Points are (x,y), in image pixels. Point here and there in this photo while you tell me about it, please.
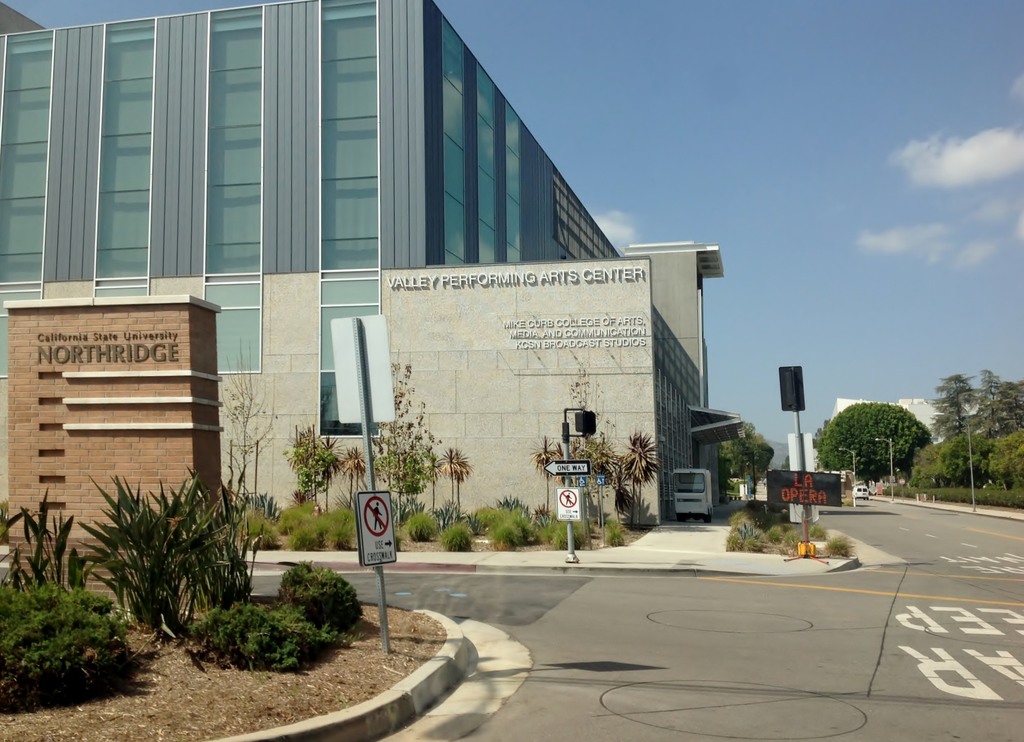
In this image there is a road (816,574). There are plants (755,549) and grass (431,533). There is sand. We can see buildings (164,104). There is text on the walls (447,436). There are trees (840,456). There is sky (803,302).
